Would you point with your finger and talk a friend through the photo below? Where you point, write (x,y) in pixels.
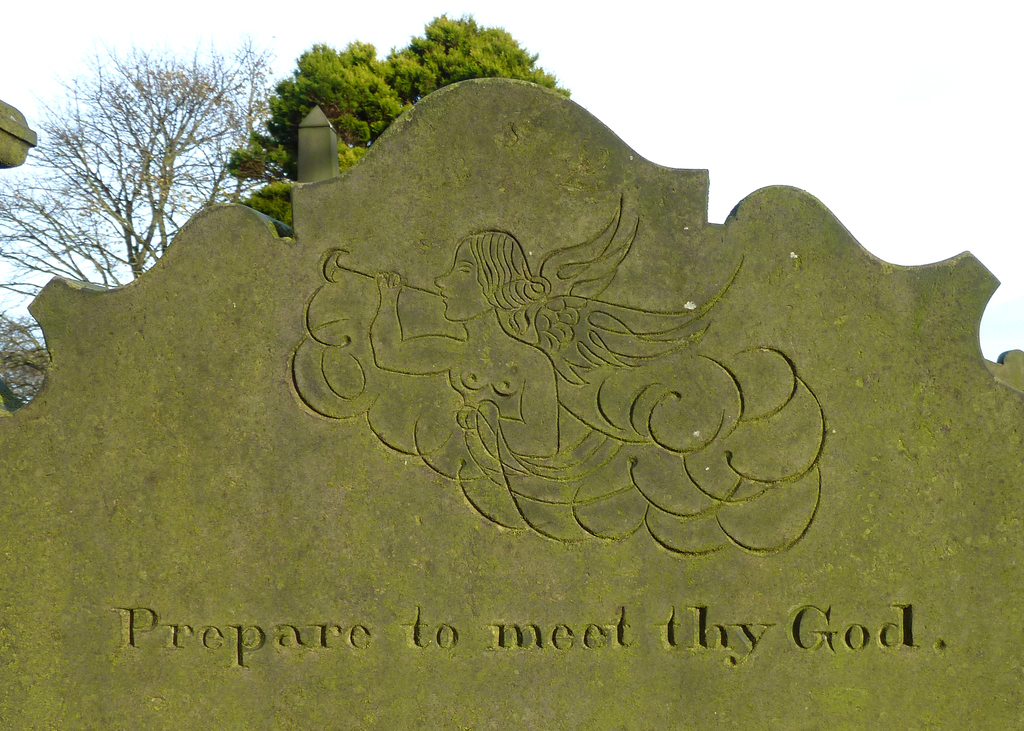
In this picture I can see carvings (591,425) on the wall (217,471), there are trees (285,167), and in the background (996,132) there is sky (689,80).
